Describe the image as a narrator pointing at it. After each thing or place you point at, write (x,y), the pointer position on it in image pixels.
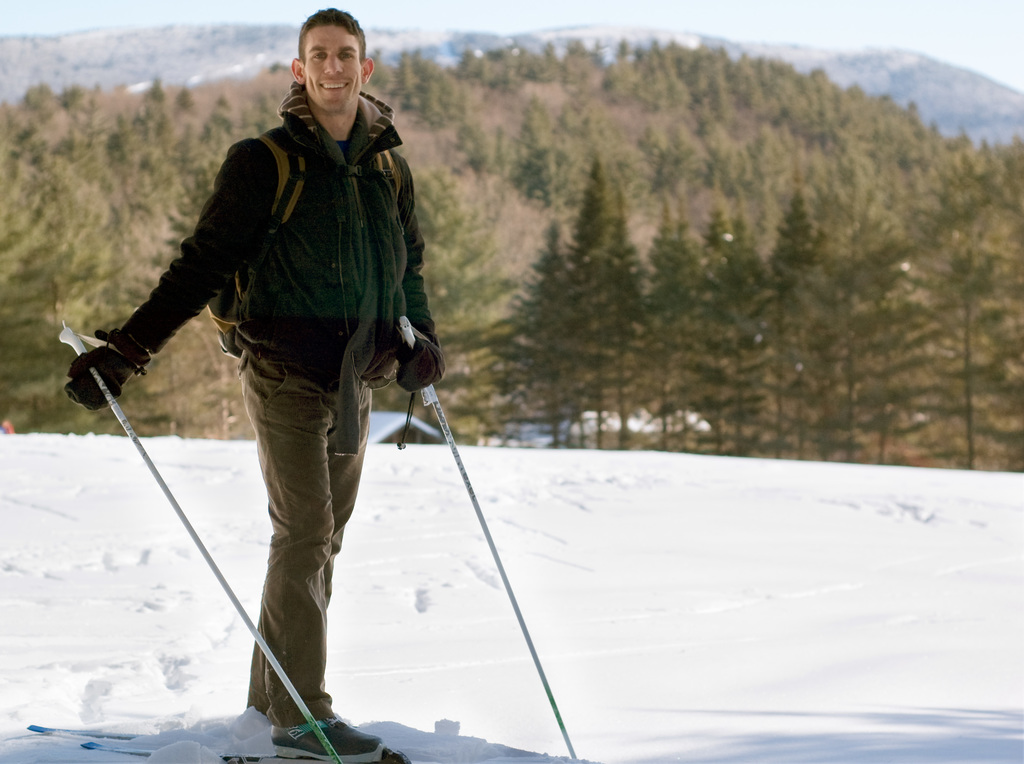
In this image we can see a man (322,457) standing on the ski board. At the bottom (384,572) there is snow (362,580). In the background (155,376) there are trees (609,214), hills (373,50) and sky (449,11).
